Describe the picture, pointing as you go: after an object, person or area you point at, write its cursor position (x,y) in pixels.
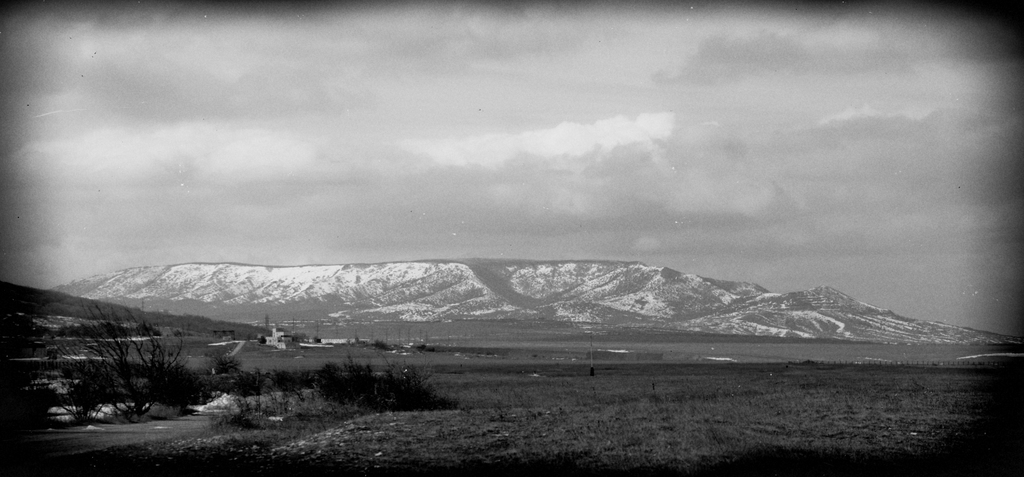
This is a black and white image, in this image there is a field (509,431), trees (109,353) and hills (782,329), in the background (531,159) there is a sky (214,200).
